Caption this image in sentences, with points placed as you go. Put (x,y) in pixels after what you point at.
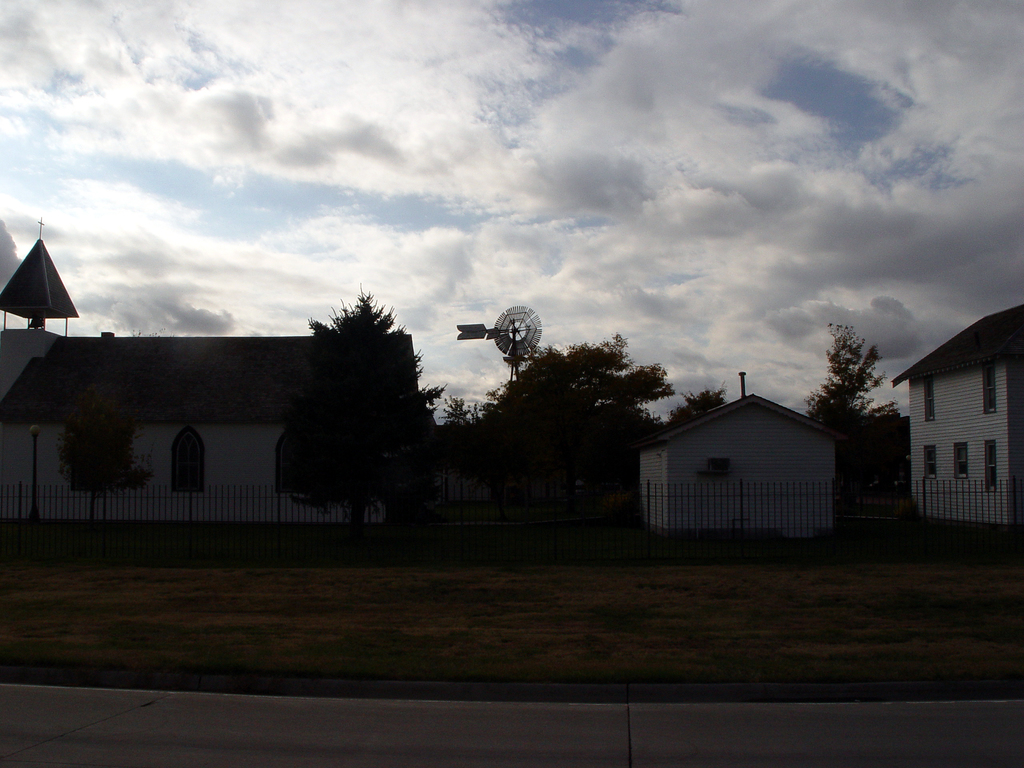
In this image there are houses (953,469). There is a fencing (336,497) around the houses (698,515). Beside the houses (1004,469) there are trees (583,401) and grass (558,549) on the ground (295,523). At the top (553,83) there is the sky (548,152). At the bottom (408,640) there is the ground (548,653).
